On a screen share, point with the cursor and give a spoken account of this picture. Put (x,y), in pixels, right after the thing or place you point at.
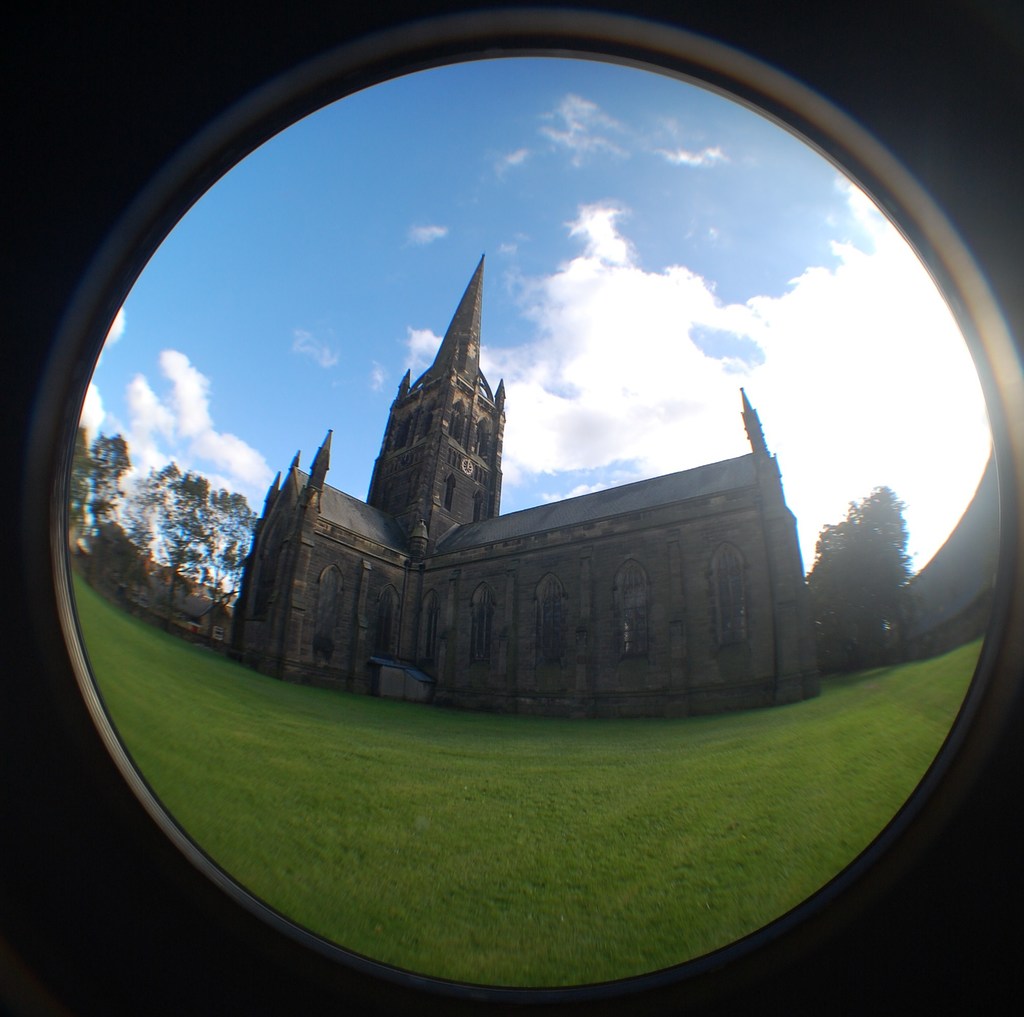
In this picture there is a building (581,606), tree (827,548). Sky (295,274) is blue in color and cloudy. Some grass (444,840) is visible on the ground (508,839). This is a view from the ground (498,853).
